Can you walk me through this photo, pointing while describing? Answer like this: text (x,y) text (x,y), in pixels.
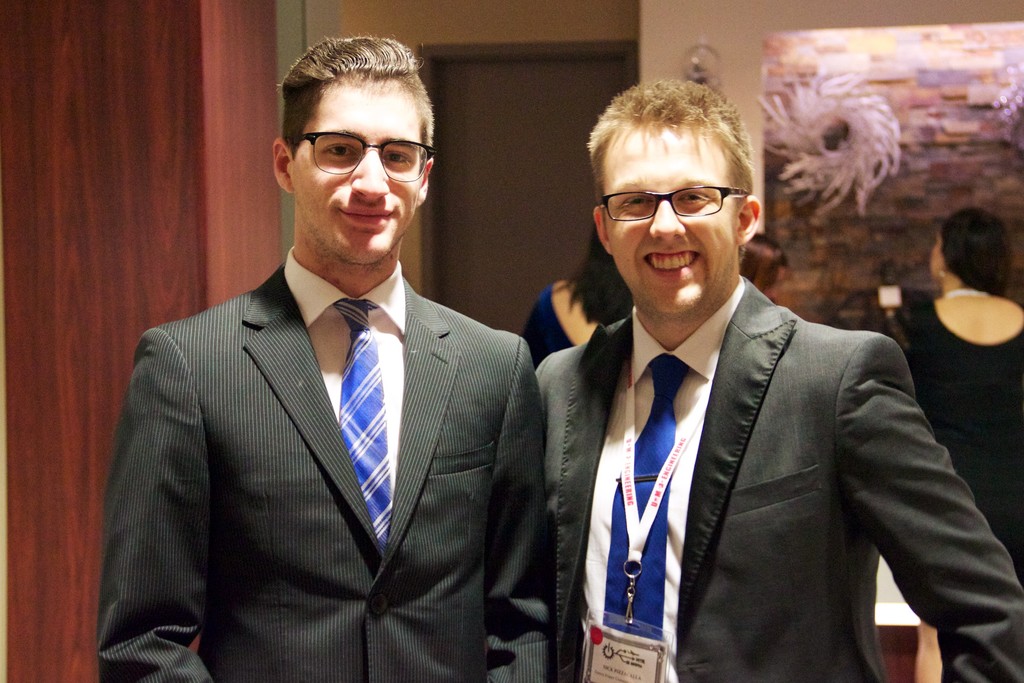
In this image, we can see people (683,431) wearing clothes (849,509). There is a door (533,270) in the middle of the image (499,266). There is an object (861,168) in the top right of the image (833,202). In the background (239,164), we can see a wall (709,32).
